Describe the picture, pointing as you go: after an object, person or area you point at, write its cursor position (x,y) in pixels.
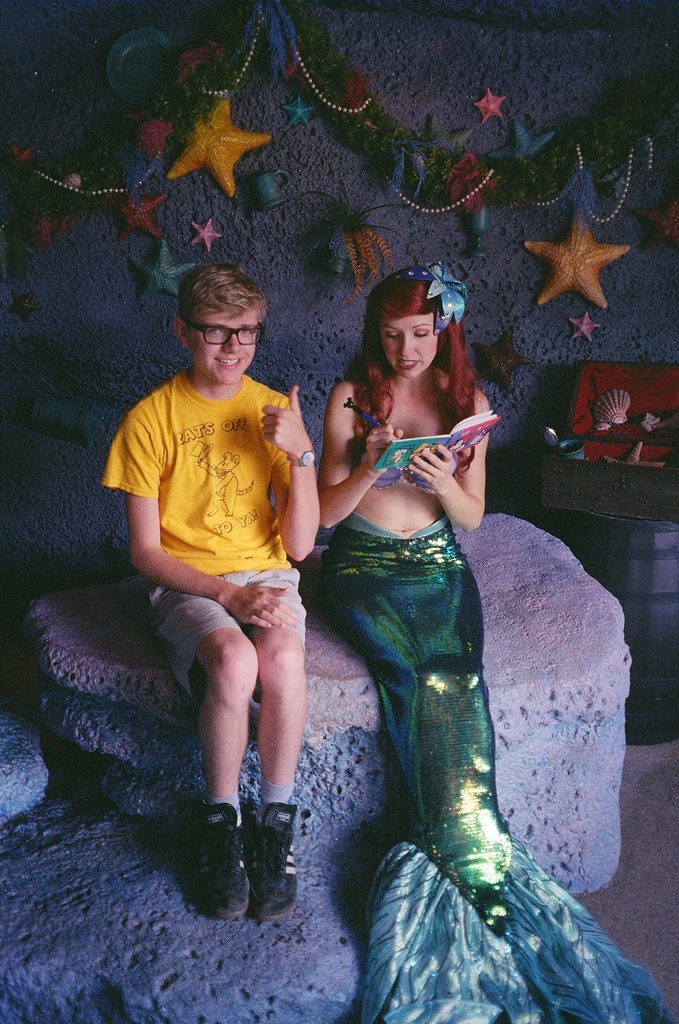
This picture shows a man (262,824) and a girl (466,613) seated. We see woman (426,566) holding book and a pen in her hand (385,436) and we see man (259,511) wore spectacles (250,344) on his face (216,331) and we see few carved stars (246,141) on the wall (498,262) and we see woman (341,469) wore a fancy dress (403,551).
